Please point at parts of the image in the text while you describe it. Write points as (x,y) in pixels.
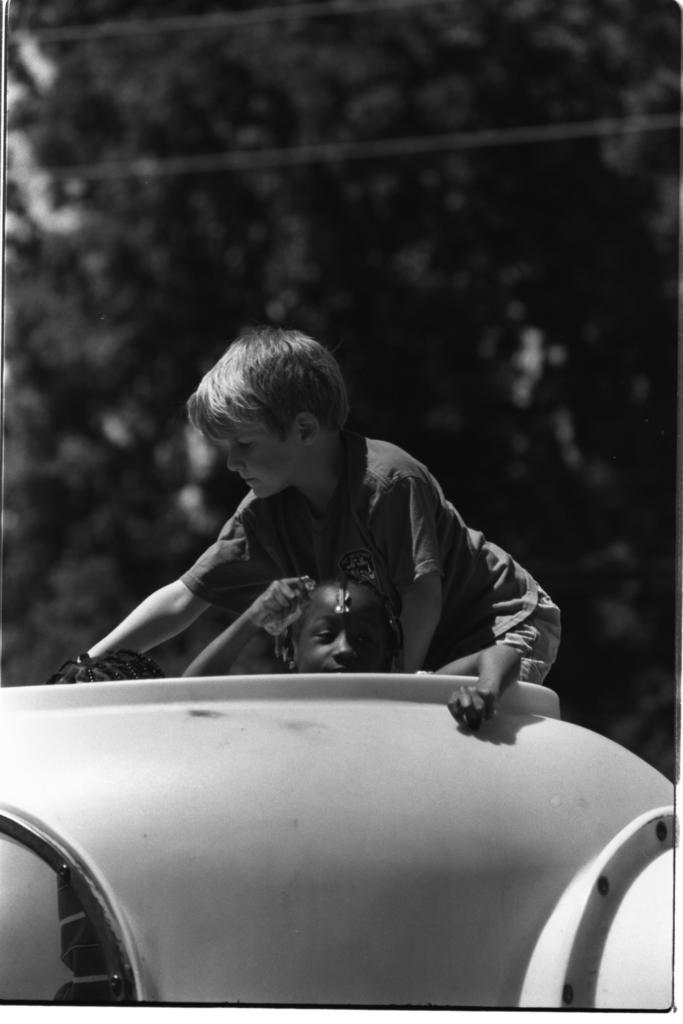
This is a black and white image. At the bottom of the image (274,762) there is kid (289,616) inside an object (330,690). And also there is a boy (343,458) on that object (380,692). And there is a blur background (24,489).
